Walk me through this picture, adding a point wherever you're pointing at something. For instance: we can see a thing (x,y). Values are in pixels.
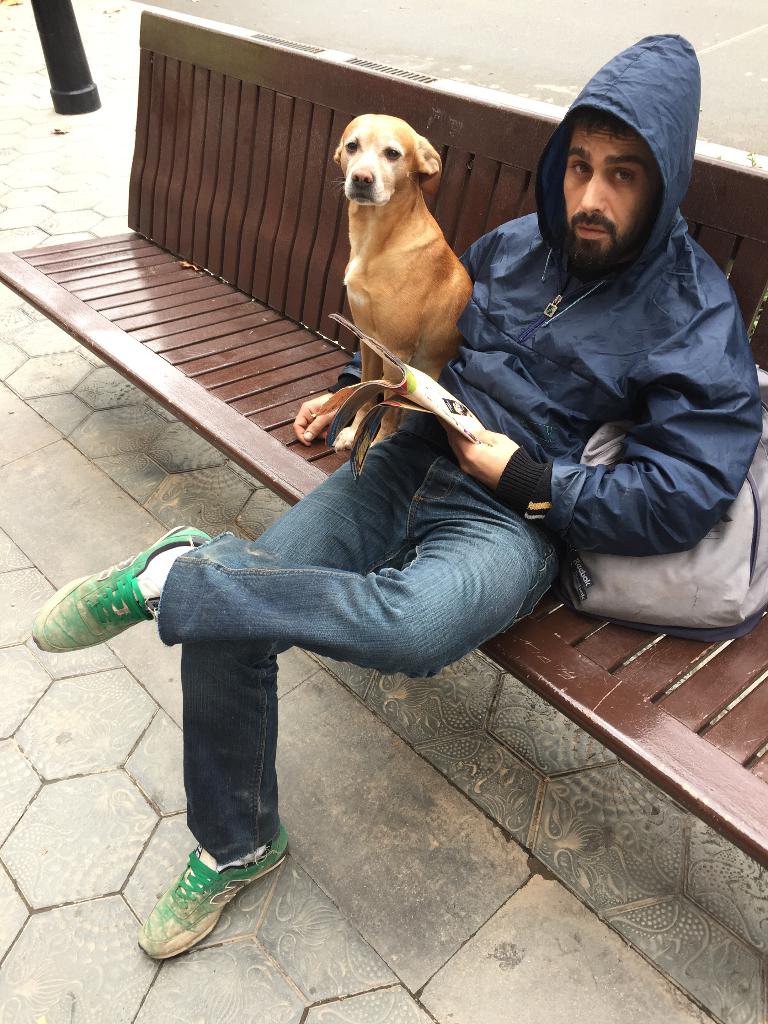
In this picture we can see a man (524,253) sitting on a bench (333,296) wearing hoodie jacket (618,351). This is a bag (629,578). Beside to him there is a bag (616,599) and dog (418,318) is sitting which is brown in colour. This is a floor (252,892).
